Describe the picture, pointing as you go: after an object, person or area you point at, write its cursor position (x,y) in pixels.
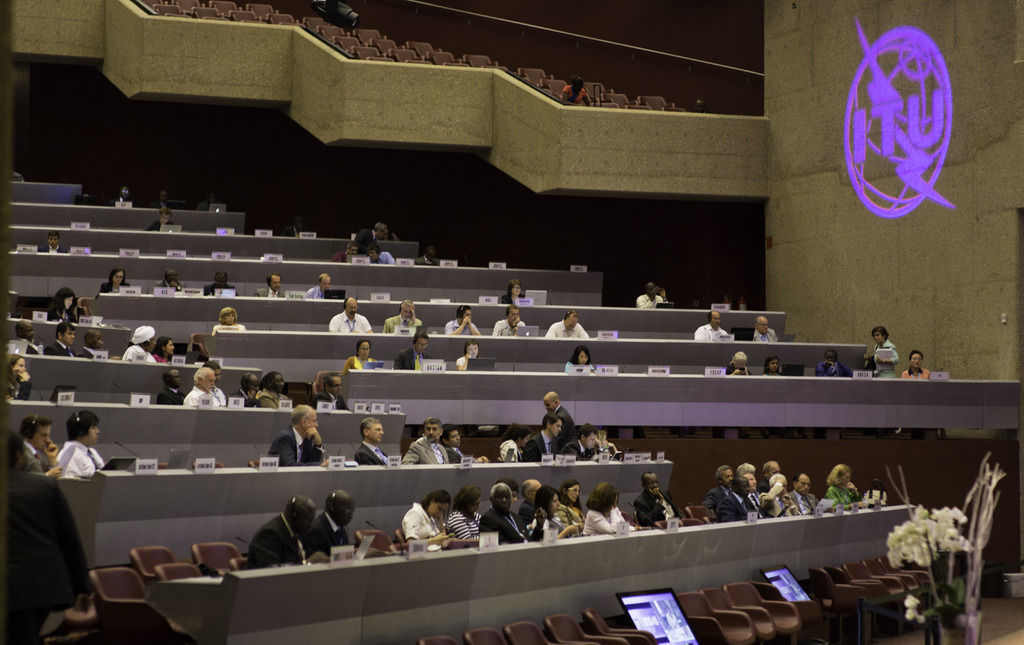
Many people (517,309) are sitting on the chairs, in the right side (896,37) there is a light (914,169) on this wall (921,158).
